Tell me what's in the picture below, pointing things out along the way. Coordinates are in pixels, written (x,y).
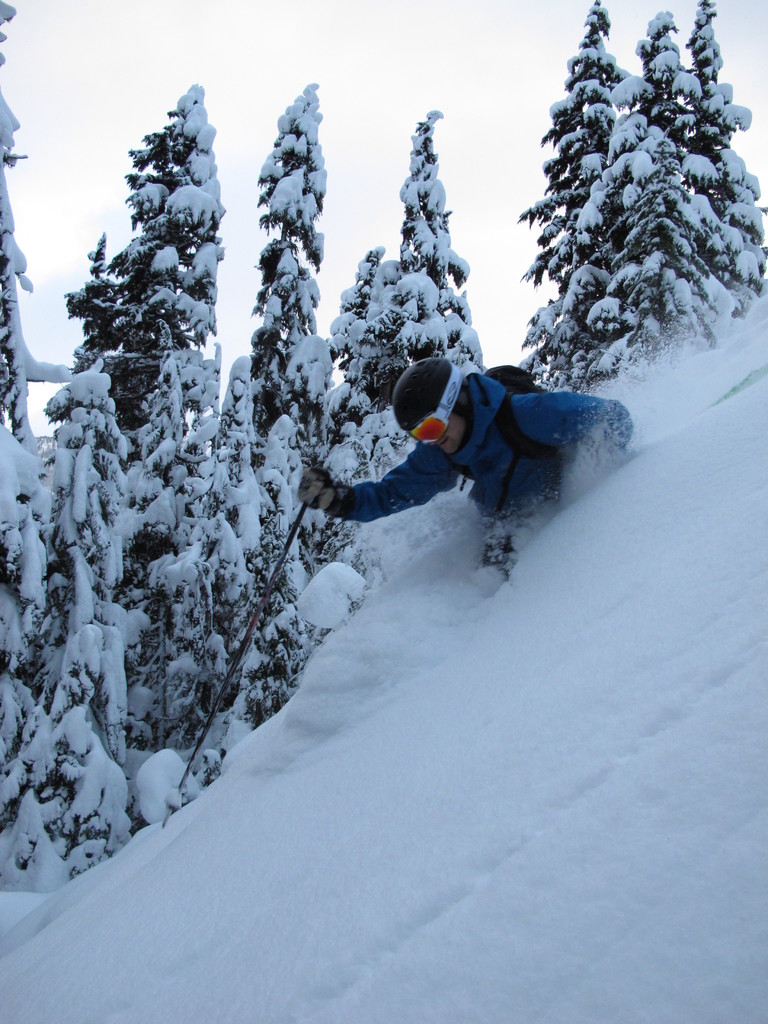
In the image we can see there is a person (512,460) skiing on the ground (497,629) and holding ski pole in his hand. The ground (375,783) is covered with snow (346,748). Behind there are trees (211,569) covered with snow (753,303).
